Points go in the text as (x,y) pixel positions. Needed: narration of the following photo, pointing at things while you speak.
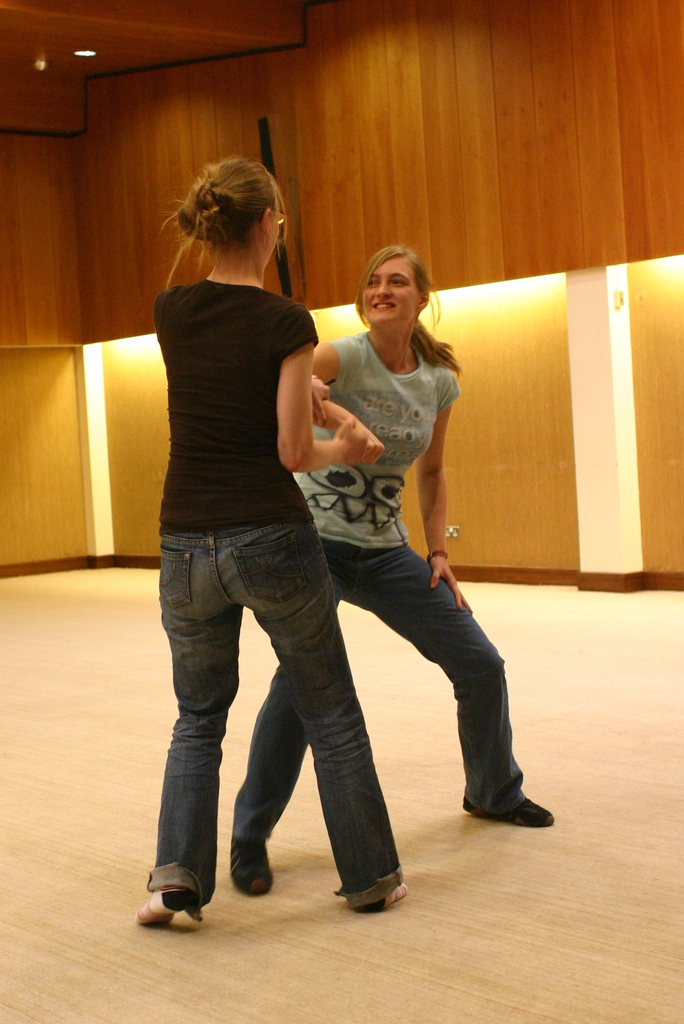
In the image we can see there are two women (311,504) standing on the floor (395,931) and behind there are wooden interior (658,466).
